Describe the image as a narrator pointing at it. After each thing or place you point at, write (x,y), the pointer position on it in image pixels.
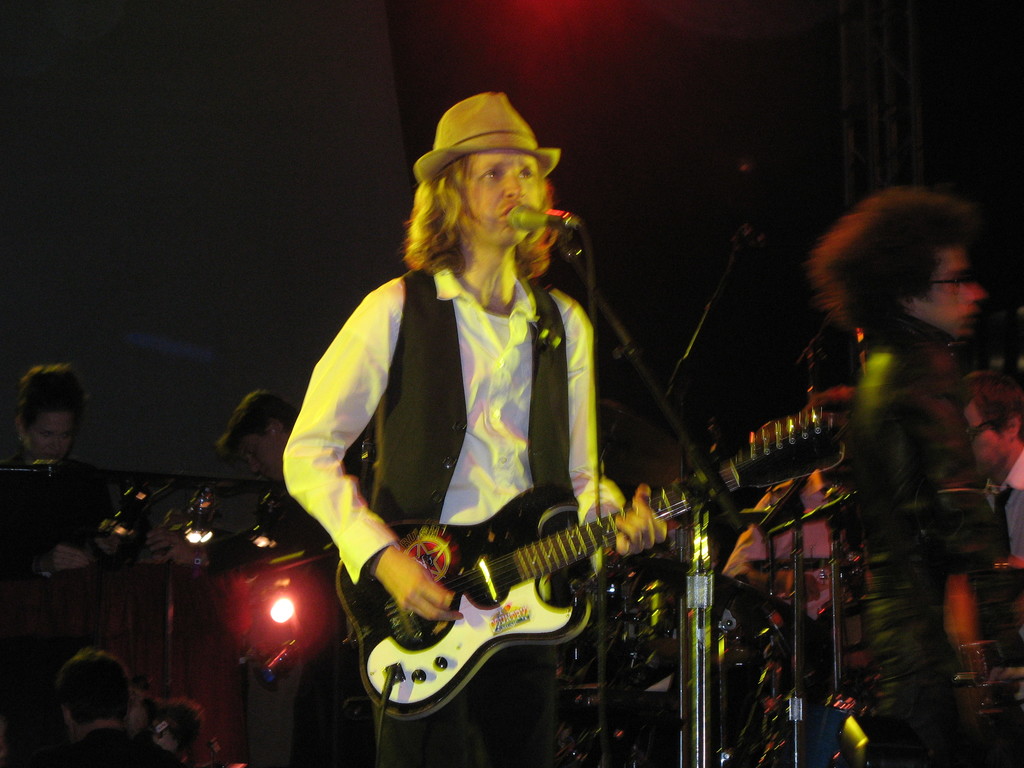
As we can see in the image there are few persons (87,670). The person (433,154) standing in the front (500,335) is singing on mike (515,213) and holding guitar (447,677) in his hand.
